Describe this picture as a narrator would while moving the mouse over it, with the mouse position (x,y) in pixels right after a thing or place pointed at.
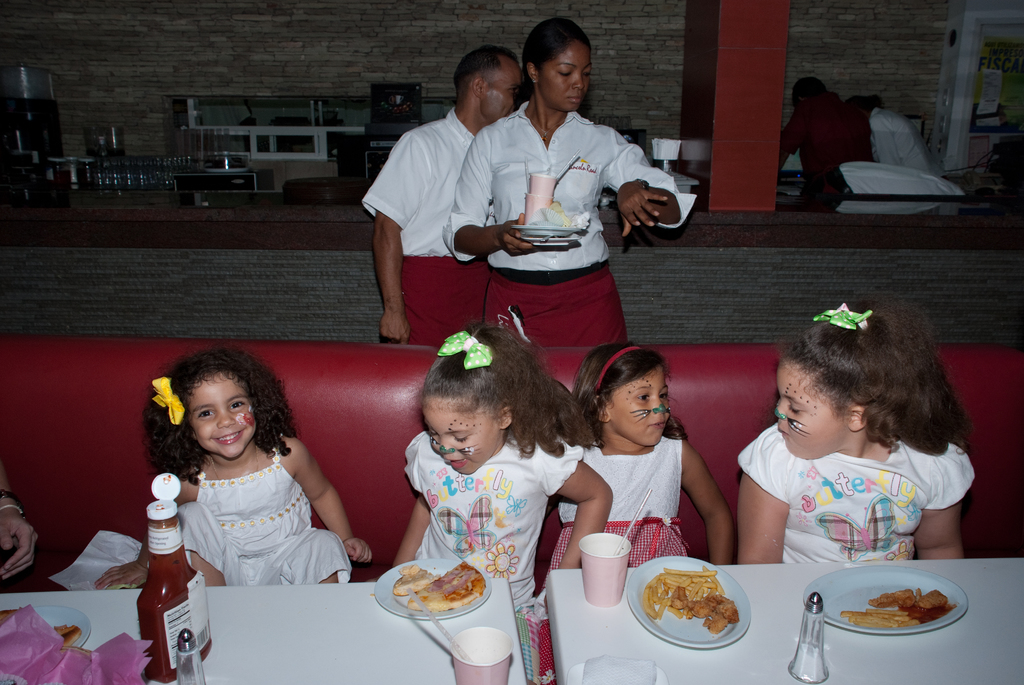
This image is taken inside a restaurant (228,280). There are four kids (502,517) sitting in a sofa (95,521). At the bottom of the image (1010,609) there are two tables (447,658) on which there are few things (958,594) like plates (831,589), food (666,588), glass (617,584), straw (627,538), salt bottle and a sauce bottle (167,592) on it. At the background (513,57) there were two people (470,275) standing and there are few things (186,158) like cups (126,180).
